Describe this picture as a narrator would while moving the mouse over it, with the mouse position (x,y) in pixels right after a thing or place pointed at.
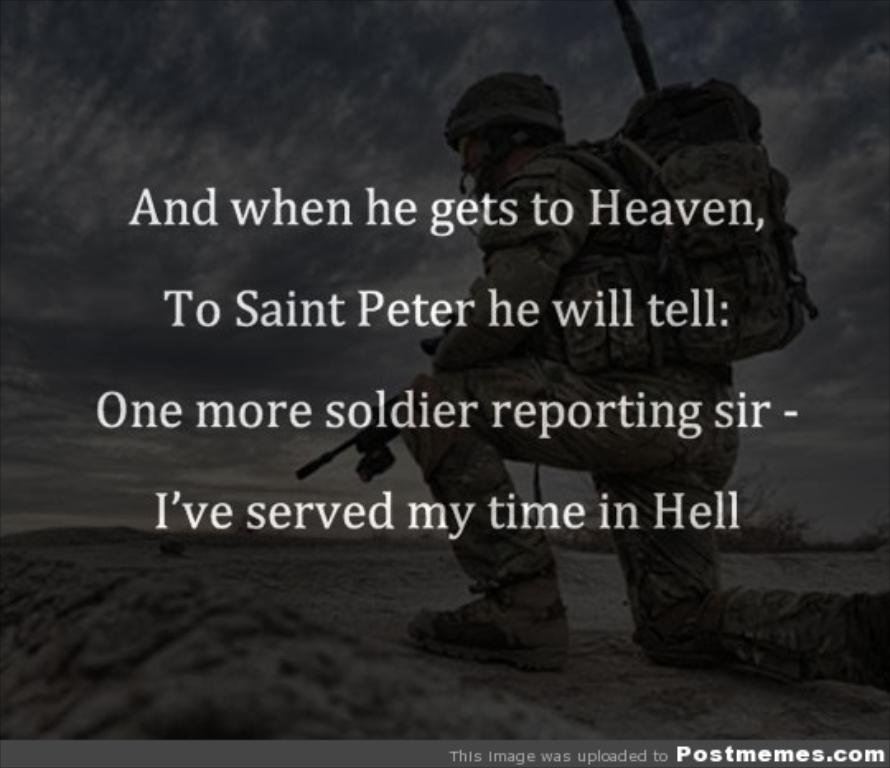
Here this picture looks like an meme image, in which we can see soldier (487,287) present with gun (372,455) and bag (678,259) with him and also a helmet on him and in the front (210,512) we can see text (461,213) present on it over there.
